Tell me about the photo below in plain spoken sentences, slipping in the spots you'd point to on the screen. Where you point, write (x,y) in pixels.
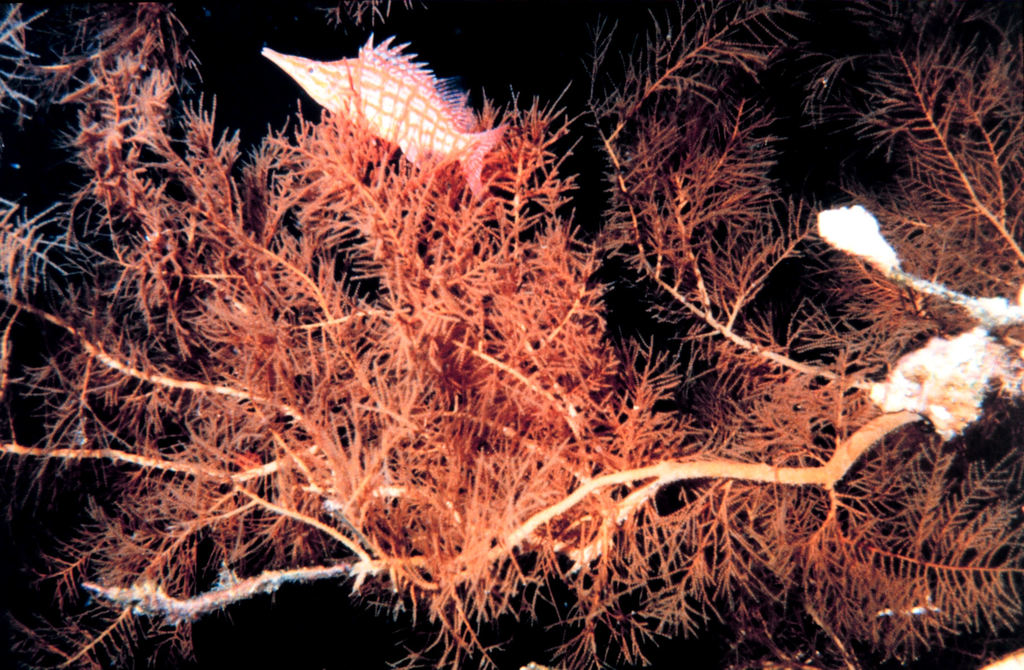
In this image there is a fish (380,99) at the top (381,108). At the bottom (460,518) there are plants (638,380) which are in red colour.
